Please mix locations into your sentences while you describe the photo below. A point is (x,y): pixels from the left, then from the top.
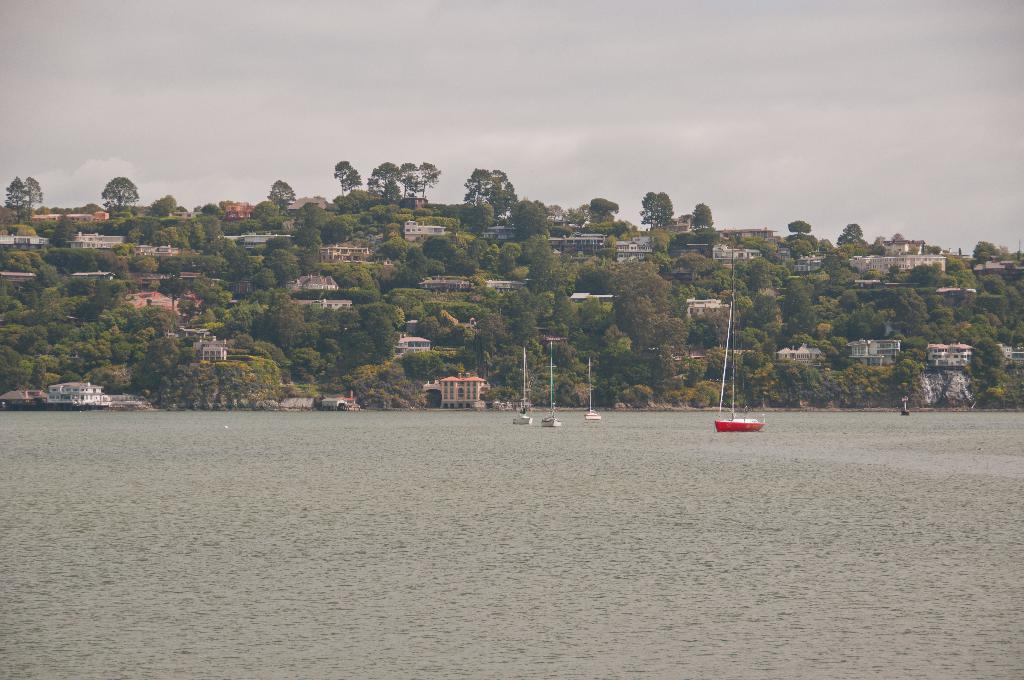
This image is taken outdoors. At the bottom of the image (375,523) there is a river (147,533) with boats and a ship (757,430). At the top of the image (145,112) there is a sky (298,118) with clouds (776,114). In the middle of the image (387,300) there are many trees (722,282), plants (720,269) and houses (171,248).
